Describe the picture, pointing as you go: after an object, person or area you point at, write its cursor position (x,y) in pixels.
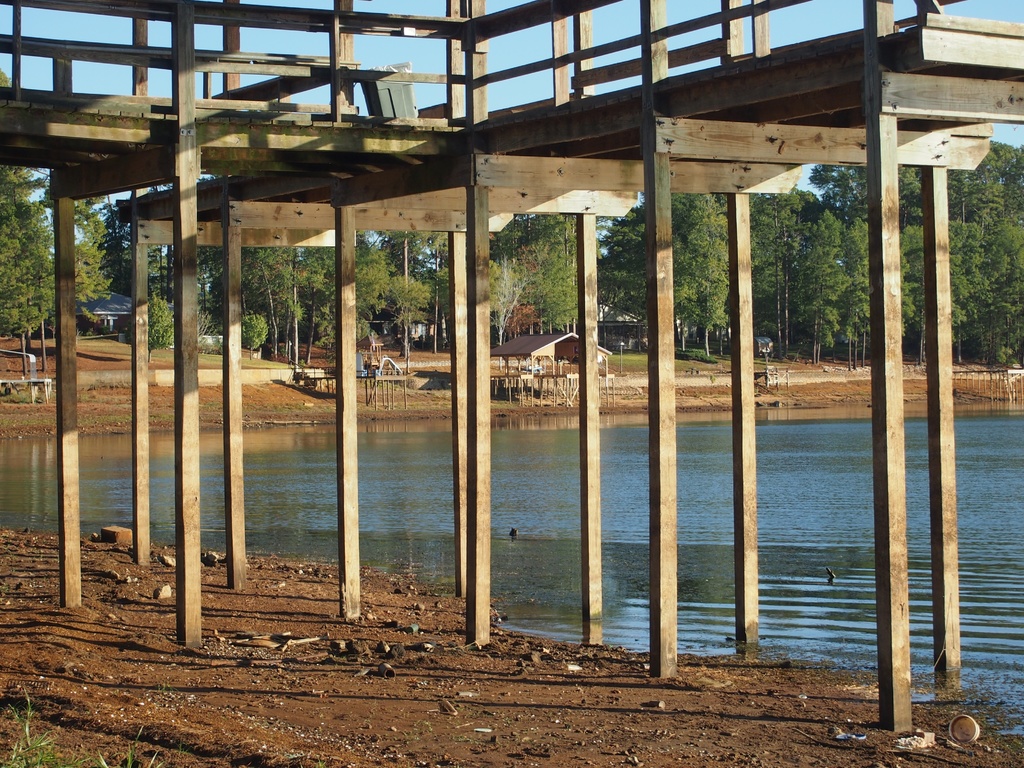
This is the picture of a place where we have a lake (610,426), some thing (545,179) which is made of some wooden (888,289) and some poles (888,289) and around there are some trees (973,196) and some other things (229,643) on the floor (660,719).
